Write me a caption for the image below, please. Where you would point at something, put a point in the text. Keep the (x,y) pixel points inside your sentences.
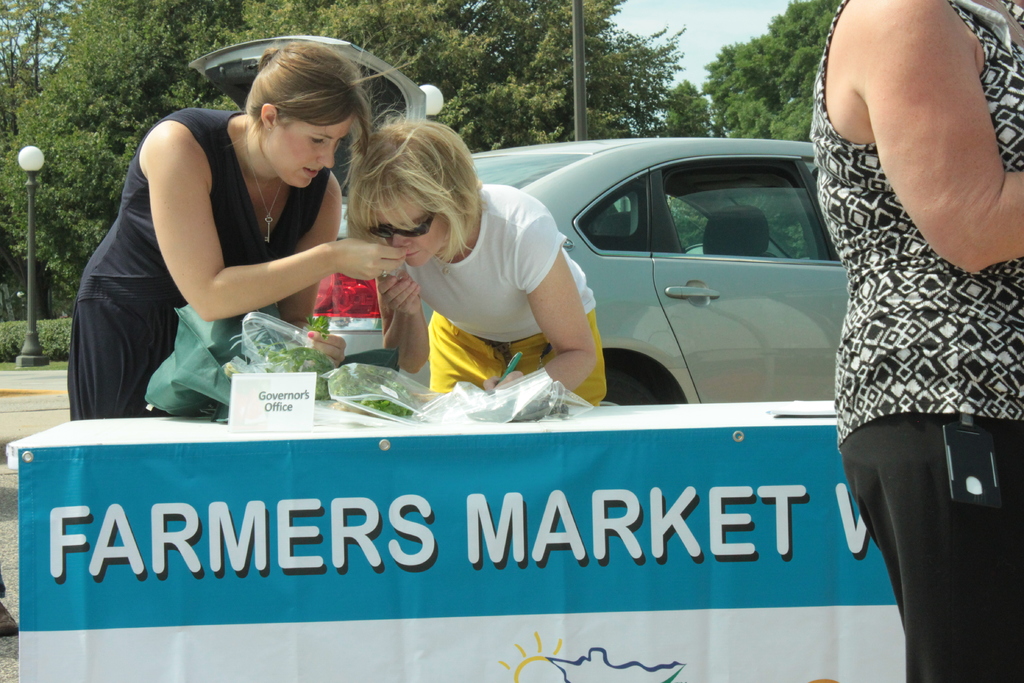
In the center of the image (383,228), we can see people (356,183) and one of them is wearing glasses (396,227) and holding a pen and the other is holding leaves (318,320) and a cover (294,334). In the background (639,184), there is a car (520,168) and we can see some lights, trees (555,74), a pole (583,55) and some packets (335,390) and a board (275,413) on the table (115,639) and there is an other person (934,379) wearing a id card (960,465). At the top (689,31), there is sky (697,32).
